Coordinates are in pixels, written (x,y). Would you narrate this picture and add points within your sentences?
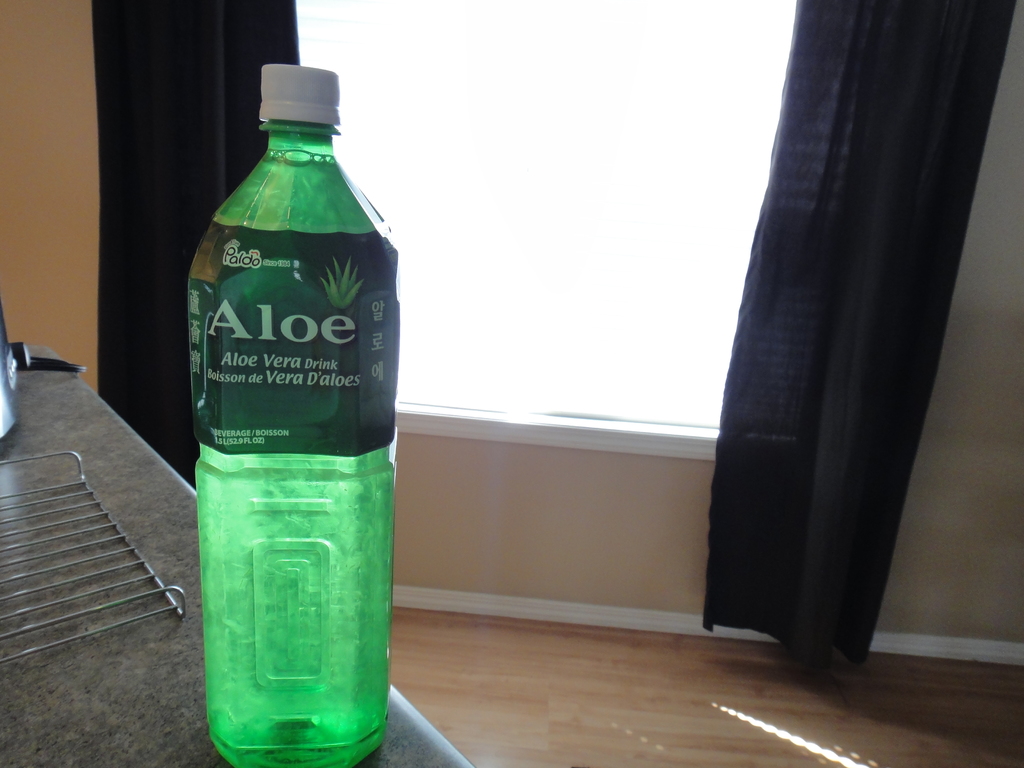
This picture shows a table (447,765) and on the table (388,729) we can see a bottle (367,296) And we can see a black color curtains (252,12) to the window (645,312).
